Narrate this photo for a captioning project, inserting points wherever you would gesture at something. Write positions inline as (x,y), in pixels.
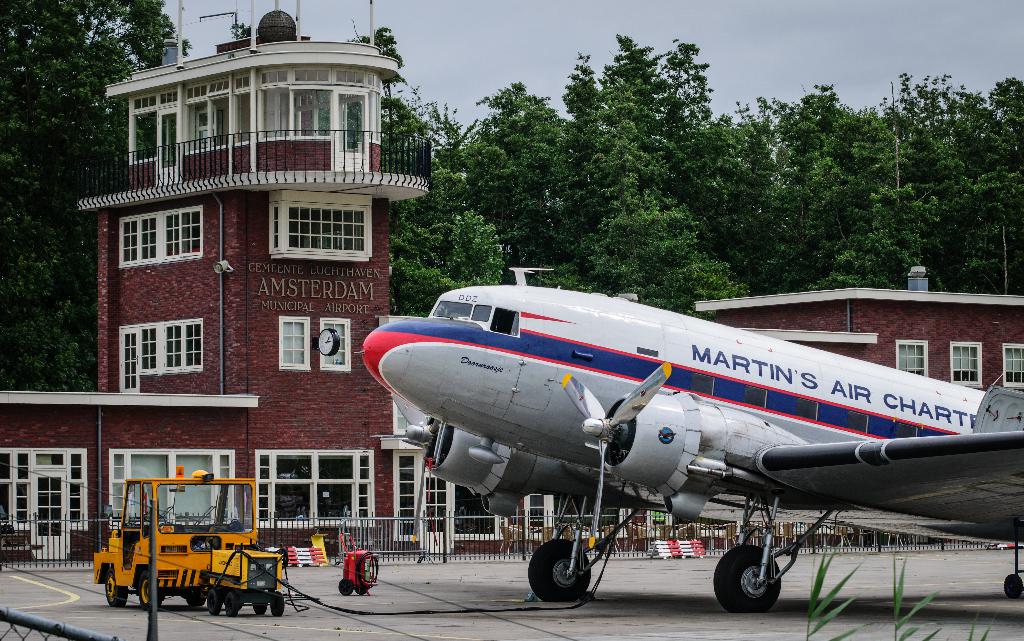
In this image on the right side (834,444) there is an airplane (727,415), and on the left side (189,519) there is a vehicle (203,494) and object (350,577) which is in red color, in the background (417,542) there is railing (62,545) buildings (469,519) and objects (322,544) and also we could see some trees (118,144). At the bottom (566,605) there is a walkway (912,604) and some plants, and at the top (193,56) there is sky (801,40).
